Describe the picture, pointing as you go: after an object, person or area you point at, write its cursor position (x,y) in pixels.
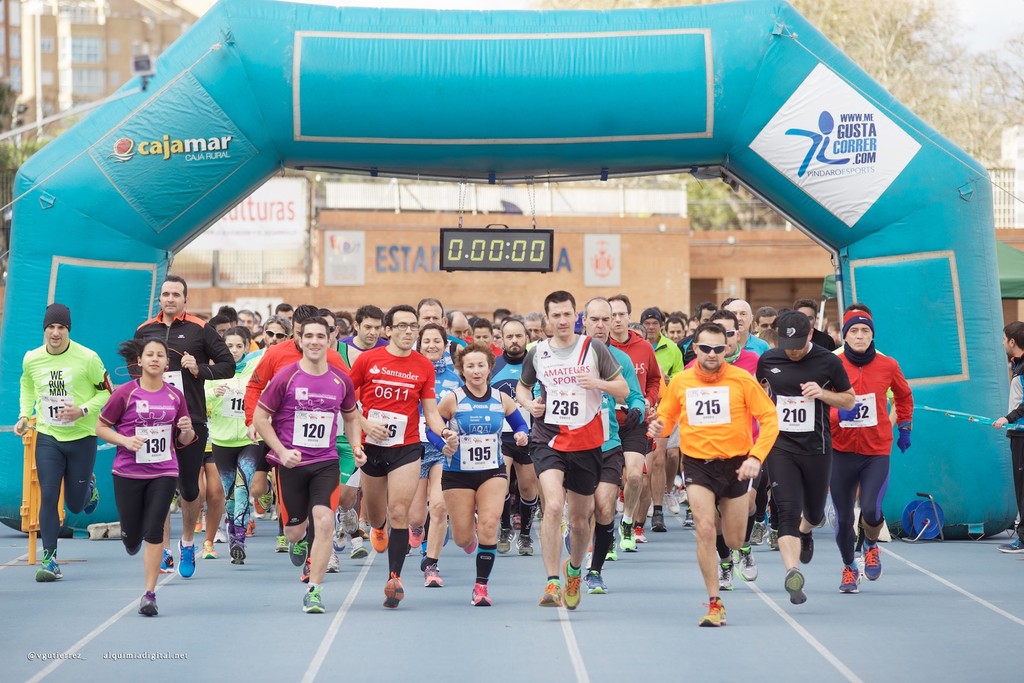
In the image there are many people (350,416) running on the road (324,591) and behind them there is a balloon arch (405,116) with a timer (500,253) hanging to it, this is a marathon, in the background (760,239) there are trees (872,51) and buildings (105,87).
